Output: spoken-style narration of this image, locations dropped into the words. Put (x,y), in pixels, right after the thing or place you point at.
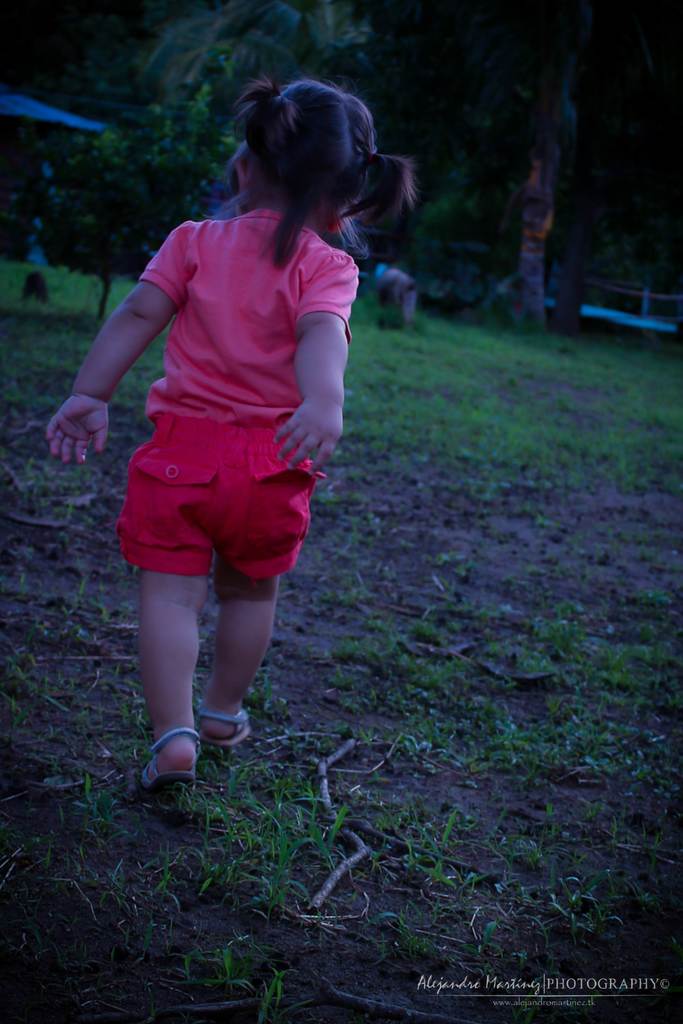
In this image we can see one girl (235,403) walking on the ground (242,753), some text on the bottom right side of the image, one dried stem (371,851) on the ground (399,322), few objects (399,282) on the ground (53,282), one object (52,121) looks like tent (1,86) on the left side of the image (22,112), it looks like a fence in the background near the trees (112,143), some trees (157,111) and grass (149,364) on the ground (52,688).
